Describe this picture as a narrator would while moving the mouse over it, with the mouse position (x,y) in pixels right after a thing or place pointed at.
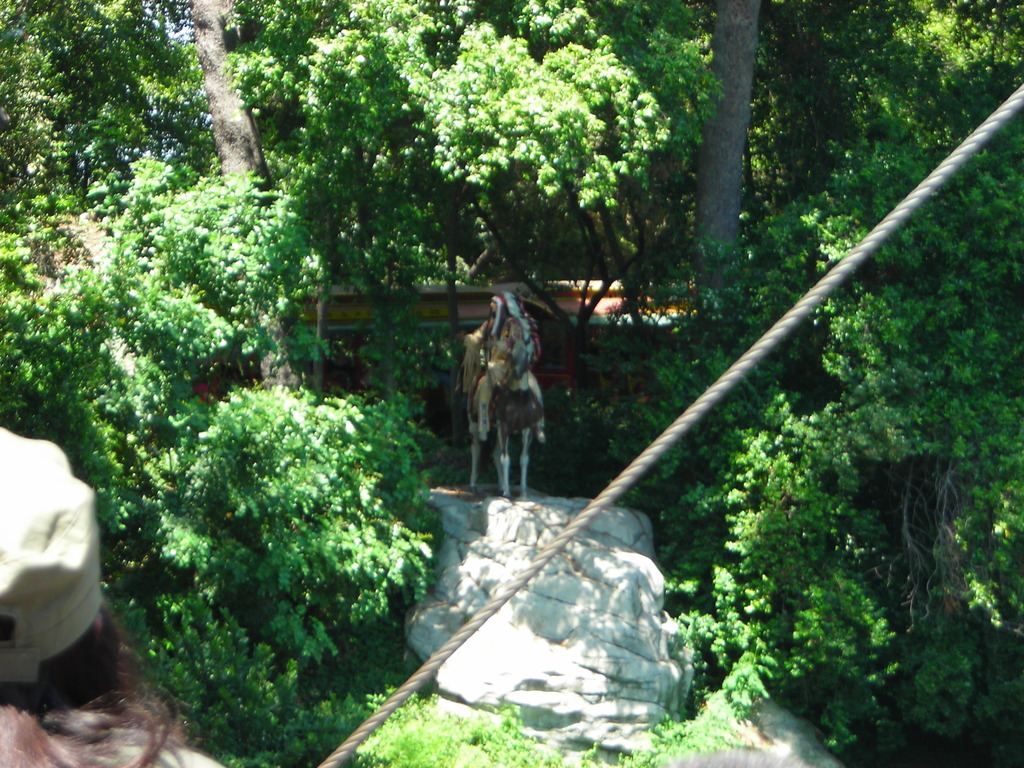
In the foreground (462,626) we can see rope (959,171) and a person's head (100,652). In the middle of the picture (504,372) there are trees (275,258), rock (620,561), statue (502,358) of a person (506,338) on the horse (495,399). In the background (476,294) we can see wall (498,287) and trees (410,268).
